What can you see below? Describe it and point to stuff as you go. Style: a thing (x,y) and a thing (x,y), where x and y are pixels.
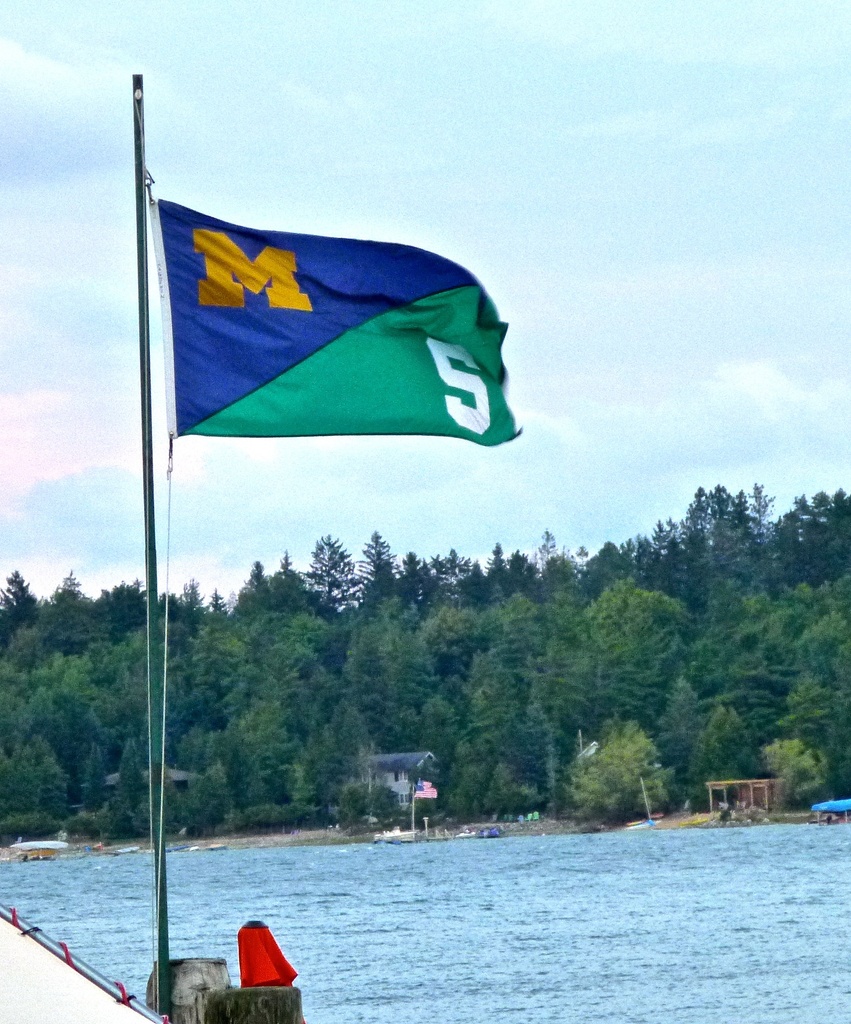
In this image, we can see a flag (228,398). There is a river (573,860) at the bottom of the image (485,848). There are some trees (530,687) in the middle of the image (455,613). There is a sky (431,129) at the top of the image (437,144).
